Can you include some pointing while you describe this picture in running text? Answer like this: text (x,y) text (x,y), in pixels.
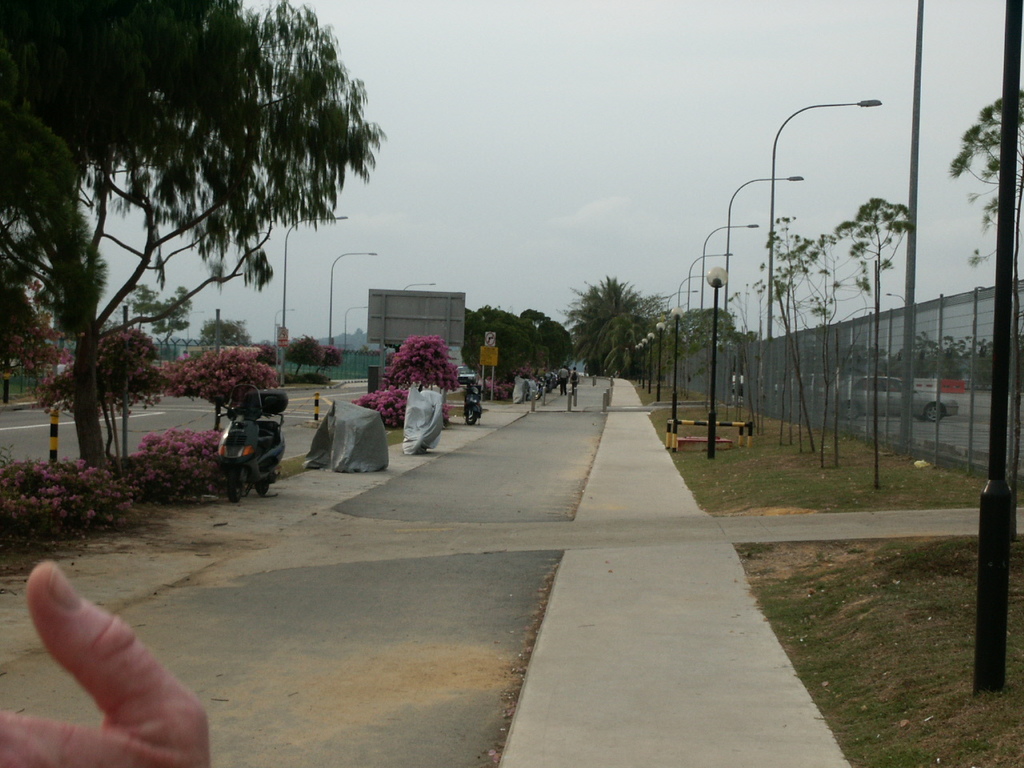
In this image I can see the person's hand (124,666), motorbikes (249,470) and few people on the road (495,486). To the left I can see the trees (385,400). On both sides of the road (206,502) I can see the railing (14,375), many poles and trees (267,354). To the right (870,399) I can see the vehicles (855,410). In the background (387,386) I can see the boards (452,343), few more trees (531,338) and the sky (376,50).
